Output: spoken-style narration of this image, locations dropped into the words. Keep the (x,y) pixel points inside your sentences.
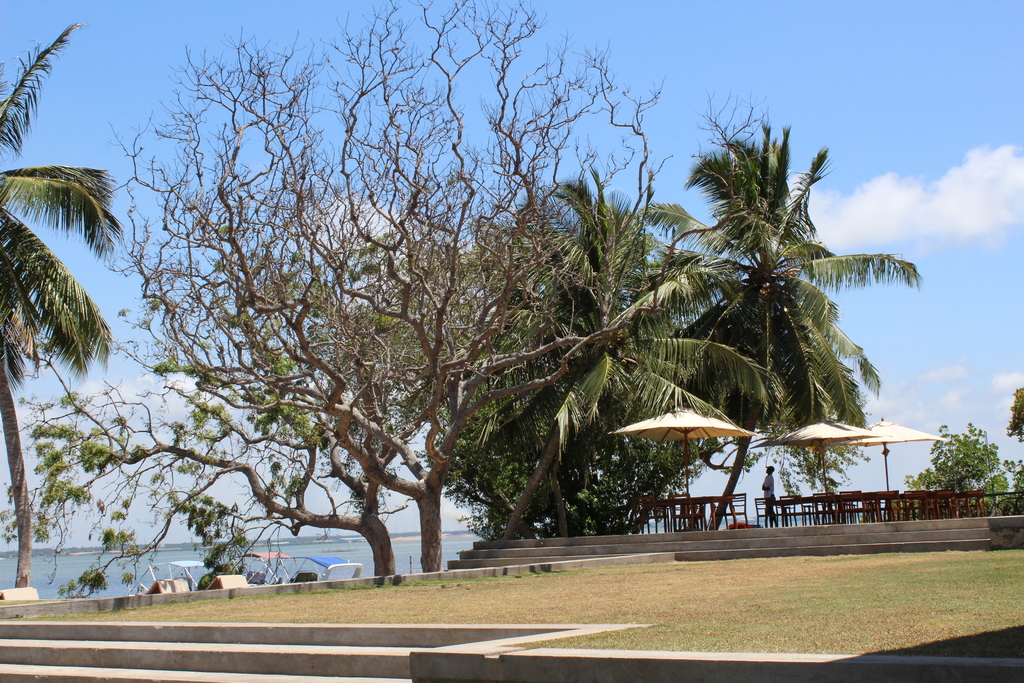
In this picture I can see there are few stairs (229,657) here at left side (241,653) and there is some grass (709,594), there are few more stairs (782,536), chairs (786,509), tables (792,501) and umbrellas (886,459) here. There are trees (212,574), a ocean (362,557) onto left and the sky (370,116) is clear.
